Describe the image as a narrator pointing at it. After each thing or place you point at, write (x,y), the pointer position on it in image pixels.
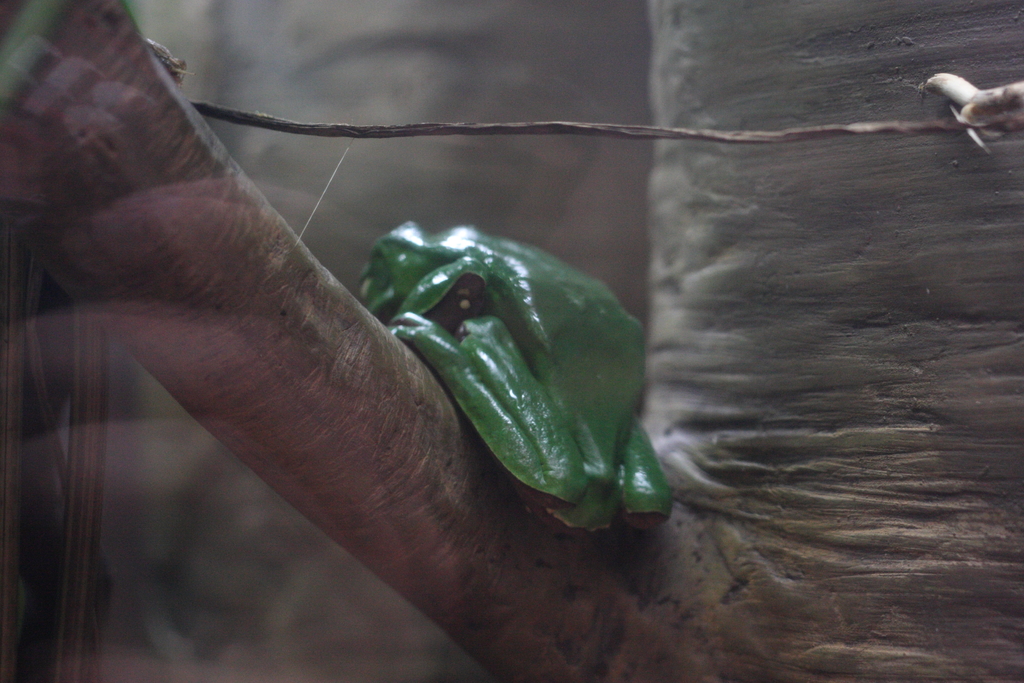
In the center of the image (446,291) there is a frog (499,407) on the tree (325,449).
